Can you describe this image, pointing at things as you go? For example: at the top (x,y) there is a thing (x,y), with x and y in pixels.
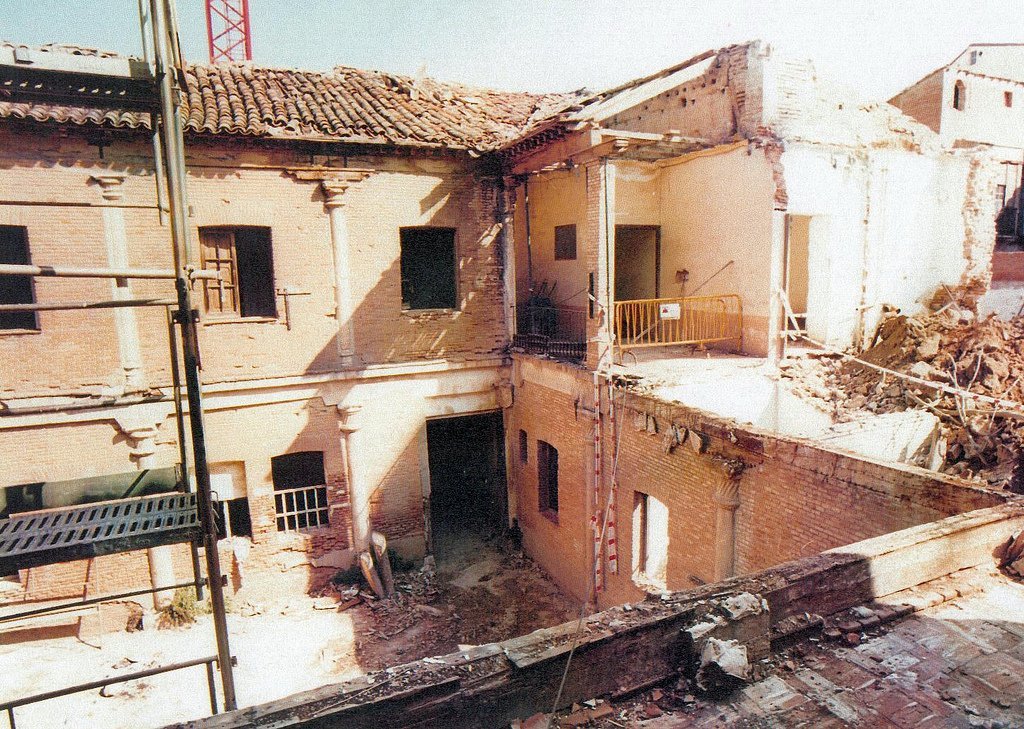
This is a building (552,431), which is partially demolished. This looks like a barricade (635,320). These are the windows (232,306). I think this is a kind of a ladder (178,482).
